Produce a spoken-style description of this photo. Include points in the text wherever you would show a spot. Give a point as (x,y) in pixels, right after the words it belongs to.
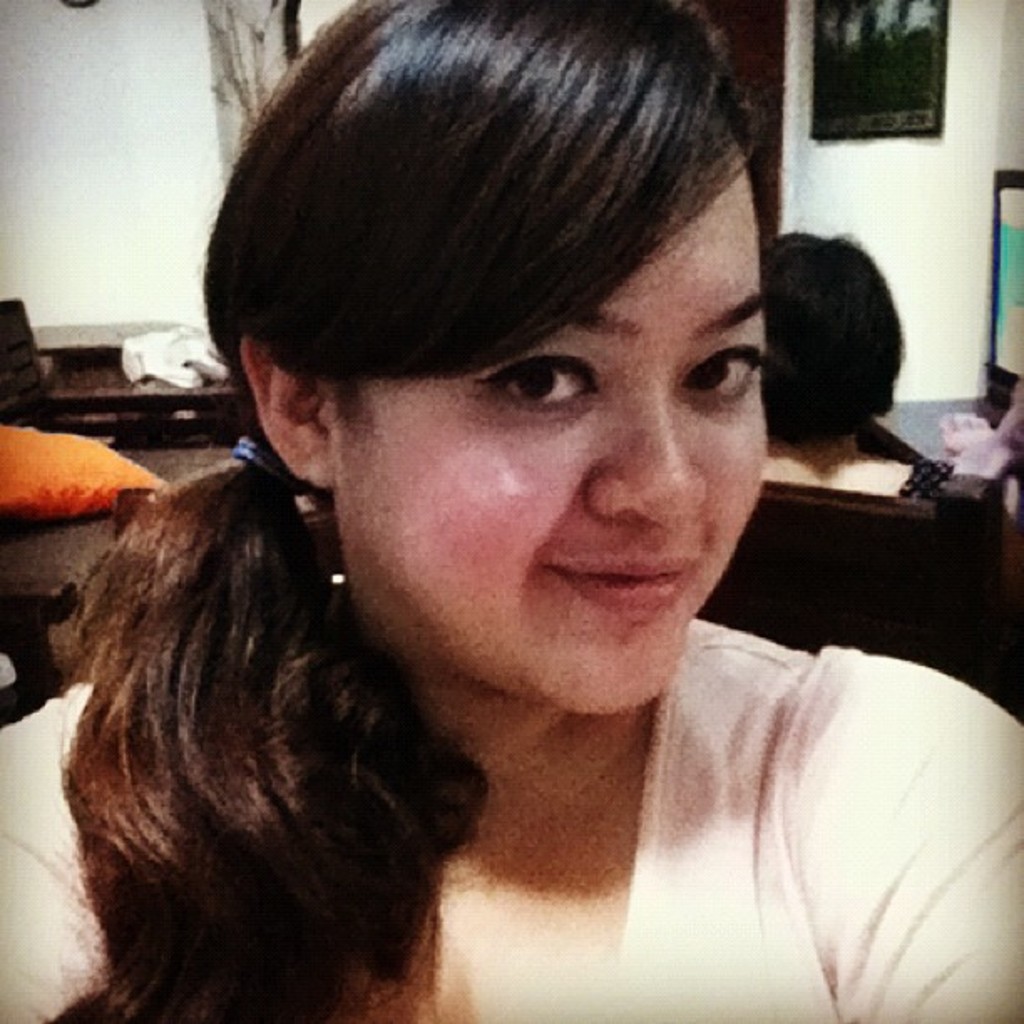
In this image we can see a woman (488,271). In the background (948,594) we can see a person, pillow (11,473), chair (107,396), frame (887,3), wall (98,46), and few objects (221,72).
